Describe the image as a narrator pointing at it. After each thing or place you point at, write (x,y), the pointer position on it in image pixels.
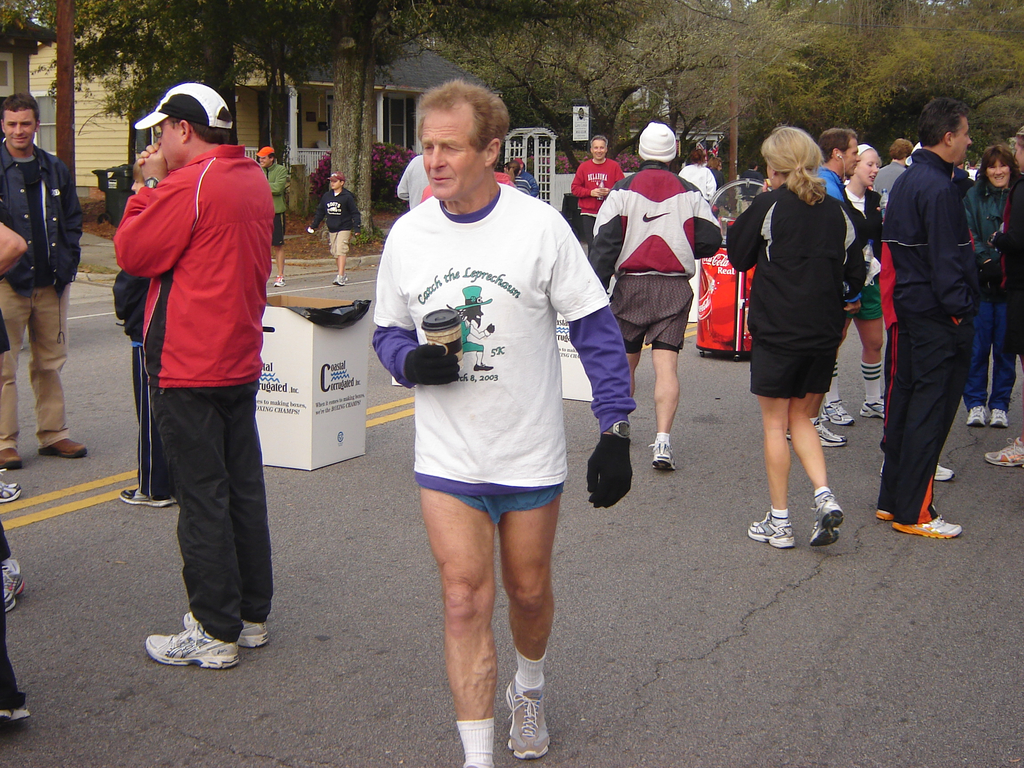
In the picture I can see a man (415,359) wearing white T-shirt (551,482), gloves (611,482), watch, socks (470,757) and shoes (515,714) is walking on the road (431,684) by holding a tumbler (449,331) in his hands (445,355). In the background (8,180), we can see a few more people (58,180) walking on the road (95,417), we can see some boxes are kept on the road (287,500), we can see houses (0,79), boards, trash cans (107,188) and trees (875,74).
